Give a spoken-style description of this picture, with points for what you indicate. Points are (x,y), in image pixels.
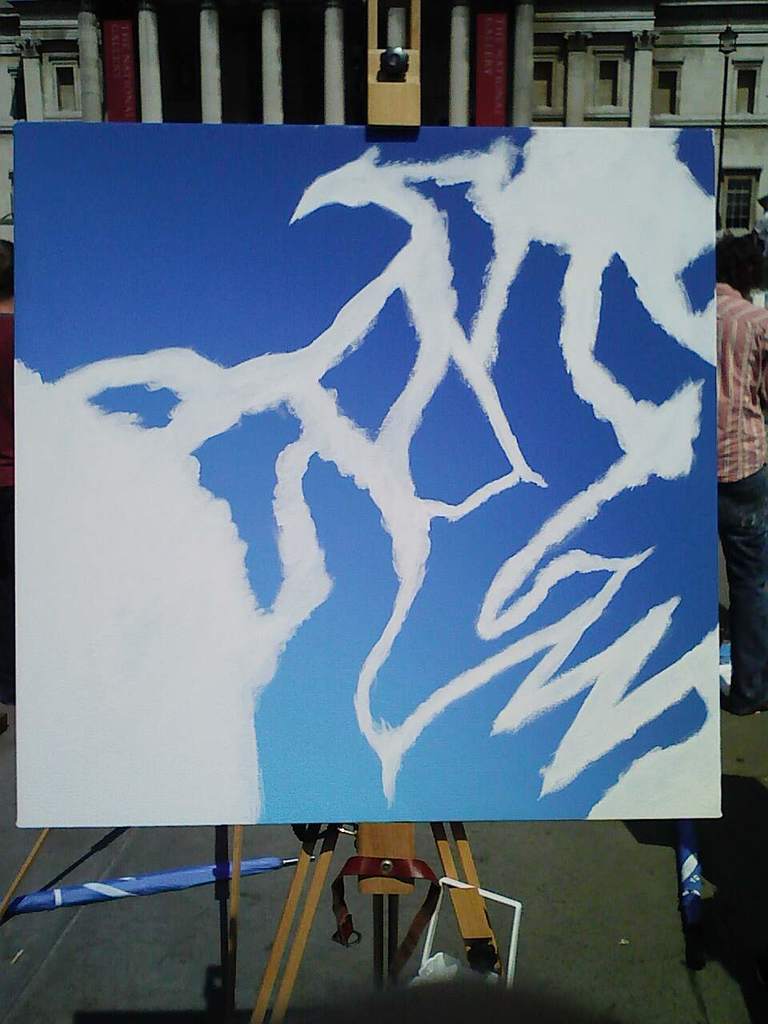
In this image we can see a board (449,431) with a painting (437,586). And the board (343,771) is on a stand (312,886). In the back (751,440) we can see a person (725,450). Also there is a building (739,155) with windows (737,177).
